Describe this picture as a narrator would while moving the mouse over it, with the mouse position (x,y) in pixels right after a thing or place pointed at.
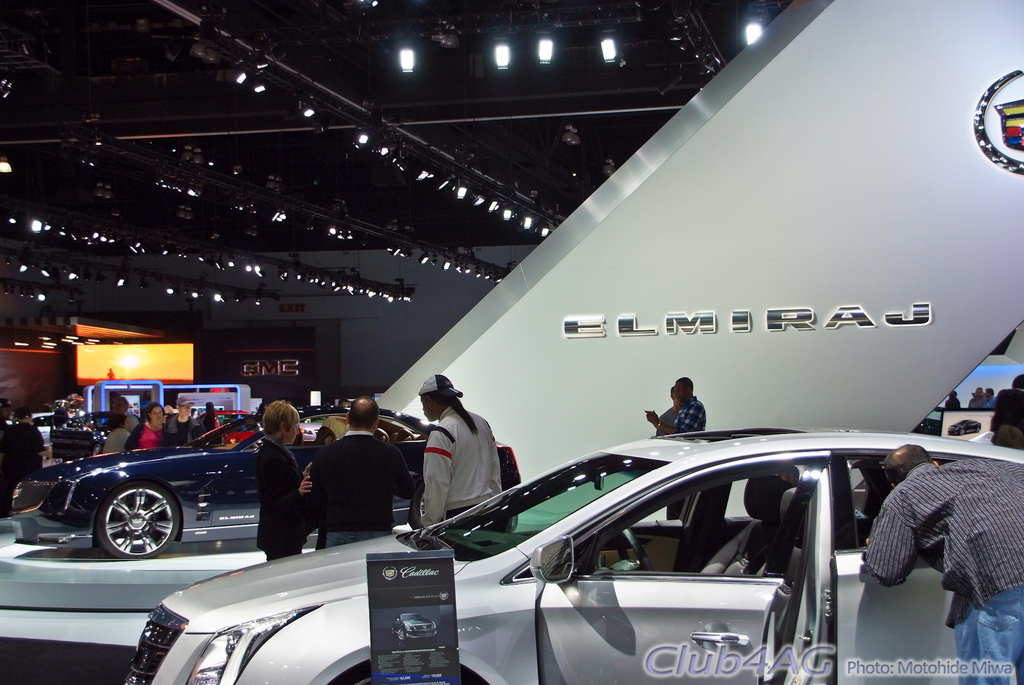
This picture seems to be clicked inside the hall (153,183). In the center (513,454) we can see the group of cars (218,501) parked on the ground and we can see the group of persons (164,426). At the top (271,92) there is a roof (509,103) and we can see the metal rods (544,114), lights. In the background (413,322) we can see the wall (385,359) and we can see the text (244,368). In the center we can see an object (413,620) on which we can see the text (413,668) and a picture (416,627) of a car (425,620). In the bottom right corner (849,664) we can see the watermark (742,656) on the image and we can see some other objects (185,361).
